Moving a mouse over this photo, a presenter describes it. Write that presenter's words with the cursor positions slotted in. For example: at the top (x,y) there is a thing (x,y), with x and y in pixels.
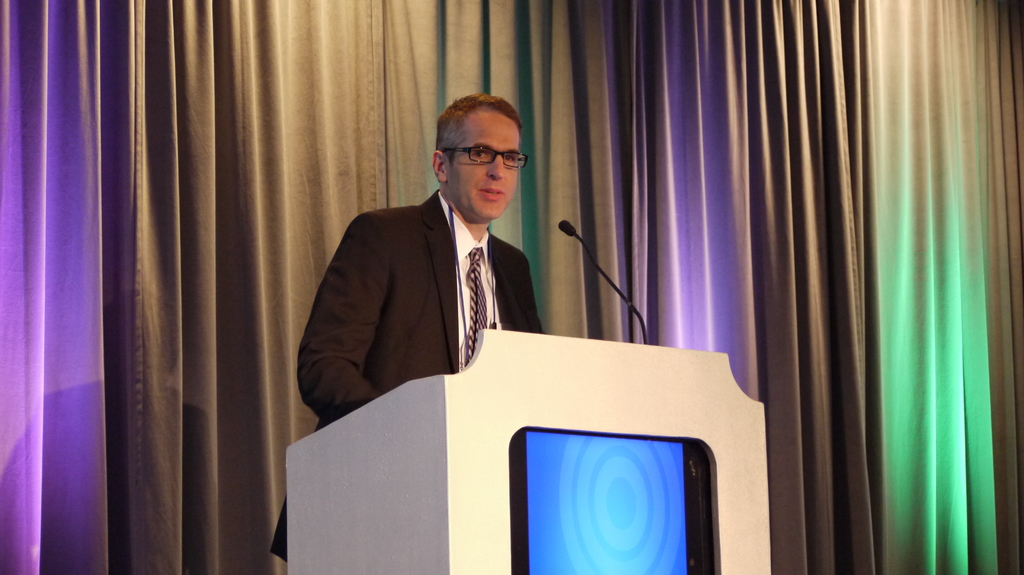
The man (466,360) in the middle of the picture (437,285) wearing a white shirt (468,294) and black blazer (394,318) is standing in front of the podium (537,416). In front of him, we see a microphone (643,339) and he is talking on the microphone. He is even wearing spectacles (468,150). Behind him, we see a sheet (344,154) in grey color. This picture might be clicked in the concert hall (228,205).
